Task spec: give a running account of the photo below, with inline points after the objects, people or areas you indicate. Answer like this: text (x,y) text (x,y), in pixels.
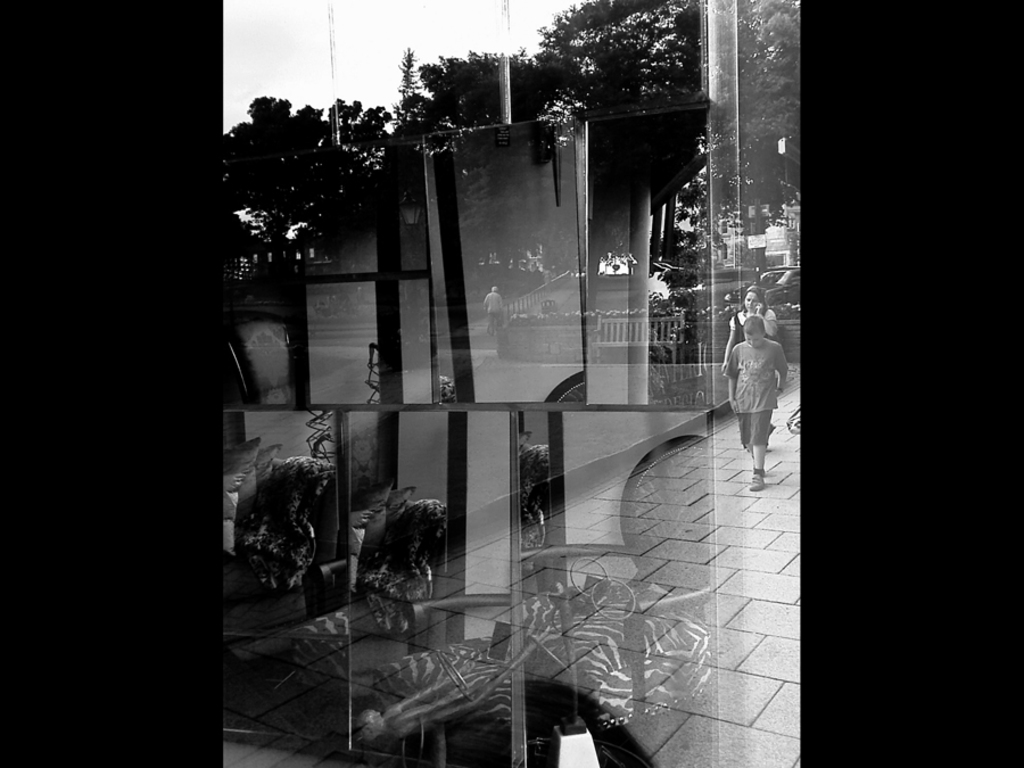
This is a black and white picture. In this picture, we see the chairs (356,509) and the glass windows (550,378) from which we can see a boy (749,335) and a woman (744,318) are walking on the pavement (779,468). She is talking on the mobile phone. Beside her, we see a bench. In the middle (495,313), we see a man (488,296) is walking. There are trees (345,188), poles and the cars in the background (692,245). At the top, we see the sky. On the right side (866,485) and on the left side (20,538), it is black in color.
